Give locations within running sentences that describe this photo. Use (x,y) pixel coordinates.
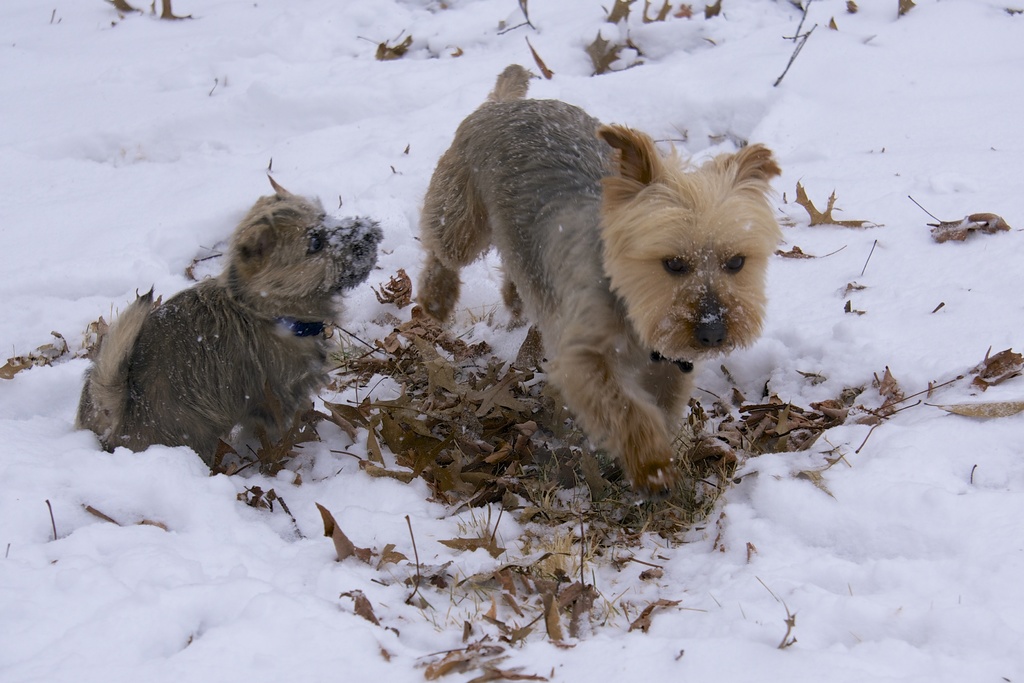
In this image I see 2 dogs (640,314) which are of grey and cream in color and I see the white snow (218,220) on which there are dried leaves (404,388).
